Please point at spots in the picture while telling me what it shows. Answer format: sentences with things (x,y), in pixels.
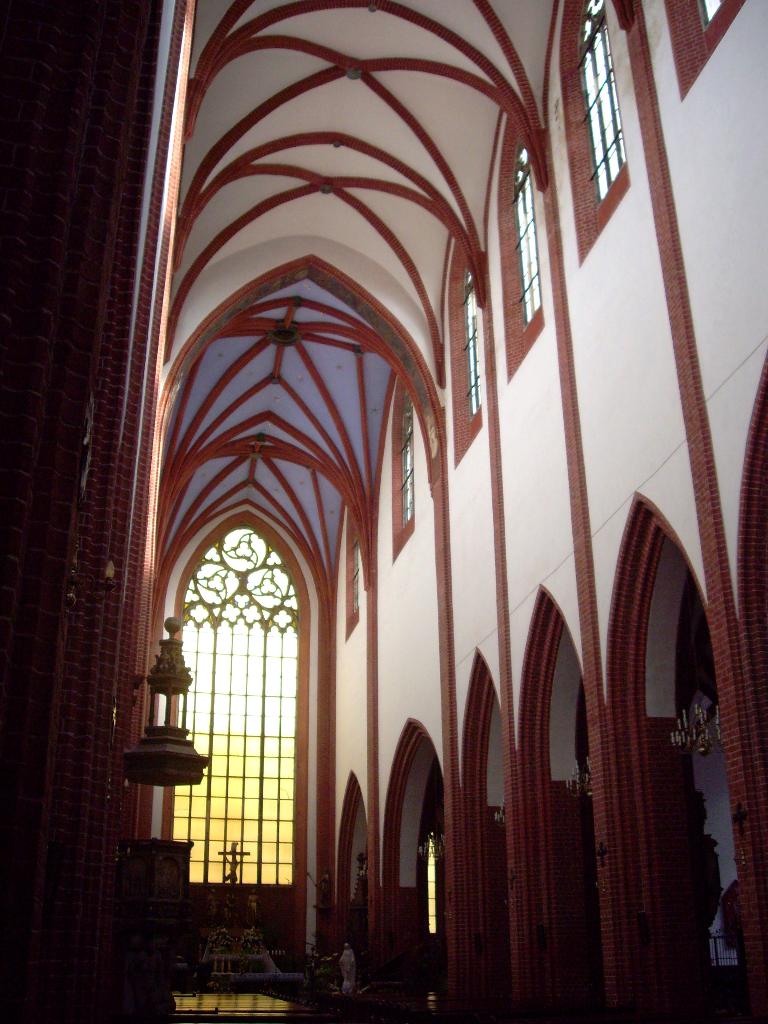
In the foreground (151,482) I can see a church wall (411,619) and a rooftop (397,305). This image is taken during a day in a church (407,688).
